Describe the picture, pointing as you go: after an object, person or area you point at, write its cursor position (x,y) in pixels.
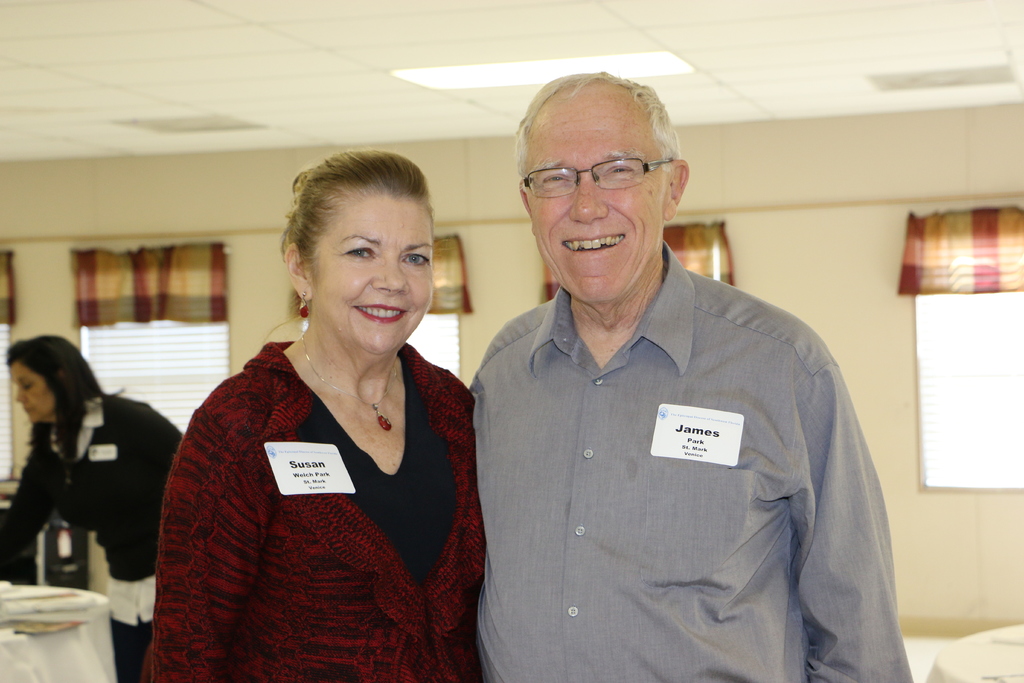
In this picture I can see a man (511,388) and a woman (391,394) in the middle (535,383), in the background (429,342) there are windows (442,337), on the left side (164,469) a woman (120,506) is standing, at the top (527,70) there is a light (527,70).
